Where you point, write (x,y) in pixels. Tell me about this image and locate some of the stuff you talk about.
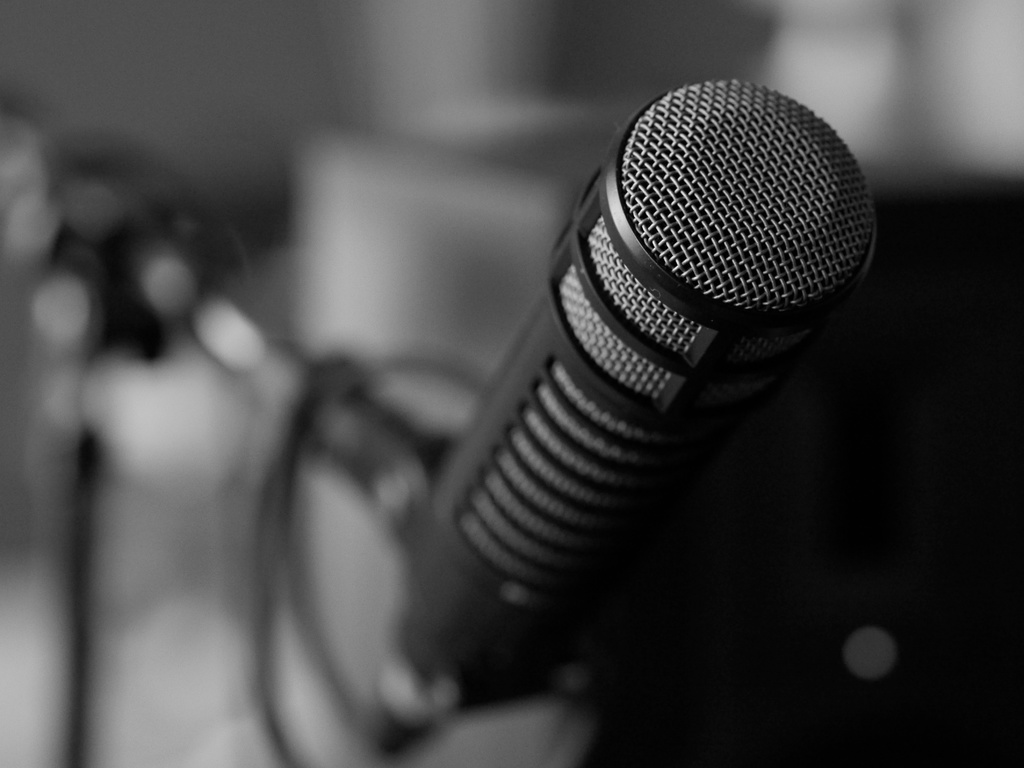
This is a black and white picture, in this image we can see a mic (613,366) and the background (340,211) it is blurred.
